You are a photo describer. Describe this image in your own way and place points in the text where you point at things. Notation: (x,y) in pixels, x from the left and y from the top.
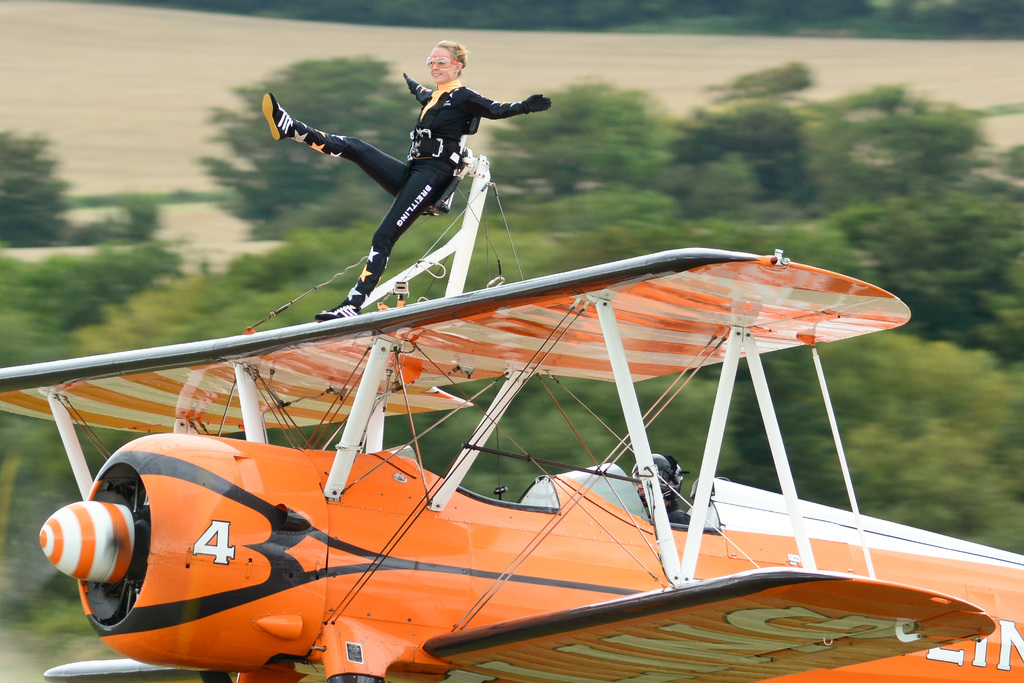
In this image there is an aircraft (497,526). There is a person (656,464) sitting in the aircraft (583,486). At the top (409,184) there is a person (390,249) standing on the aircraft (313,324). Behind it there are trees (744,239). In the background (174,71) there is a field (588,55).
